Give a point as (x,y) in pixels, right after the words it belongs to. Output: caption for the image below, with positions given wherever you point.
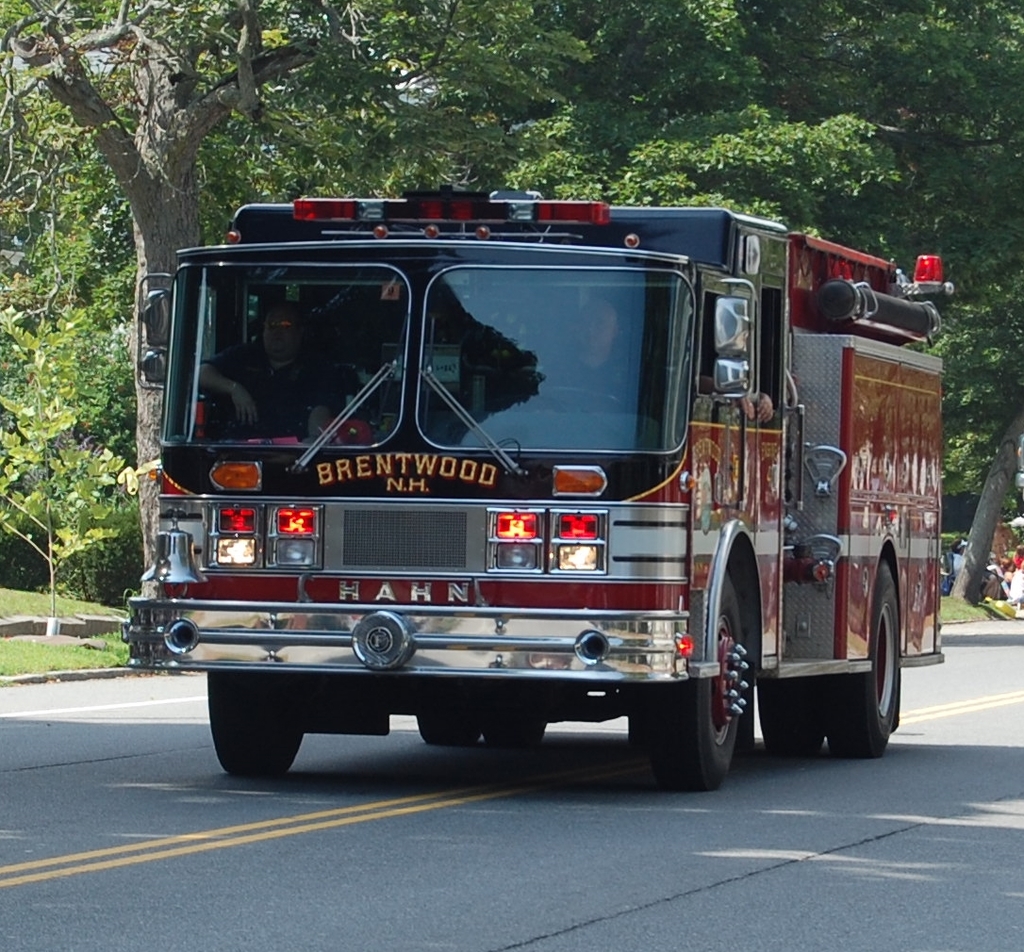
This image is clicked on the road (606,862). There is a truck (363,526) moving on the road (620,861). There is text (420,488) on the truck (448,595). Beside the road (130,692) there's grass (57,605) on the ground (70,615). In the background (455,69) there are trees (509,82). There are people (296,349) sitting inside the truck (412,386).
